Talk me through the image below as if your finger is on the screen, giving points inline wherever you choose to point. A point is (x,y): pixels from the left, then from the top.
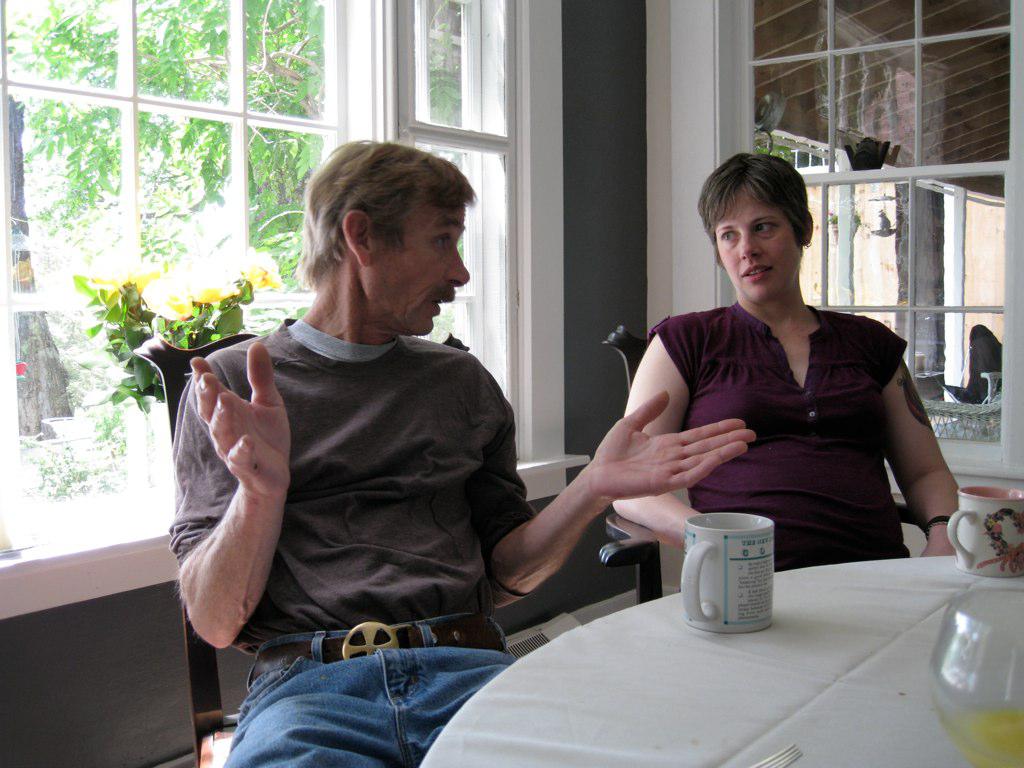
The photo is taken inside a room (128,641). There are two person (383,434) one man (614,429) and a woman (850,379). There is table (714,669) in front of them. On the table (693,645) there is mug (739,574) there is a glass (980,628) there is another mug (971,515). The man (333,410) is wearing brown t shirt (331,489) and blue jeans (319,662). The woman (685,396) is wearing a maroon t shirt (765,404). the man (590,505) is talking the woman (673,407). In the background (158,76) there is a window (135,158), a flower pot (121,342). Through the glasses (197,203) of the window (188,150) we can see trees (277,60). in the right top corner (862,88) there is glass window (964,282).
